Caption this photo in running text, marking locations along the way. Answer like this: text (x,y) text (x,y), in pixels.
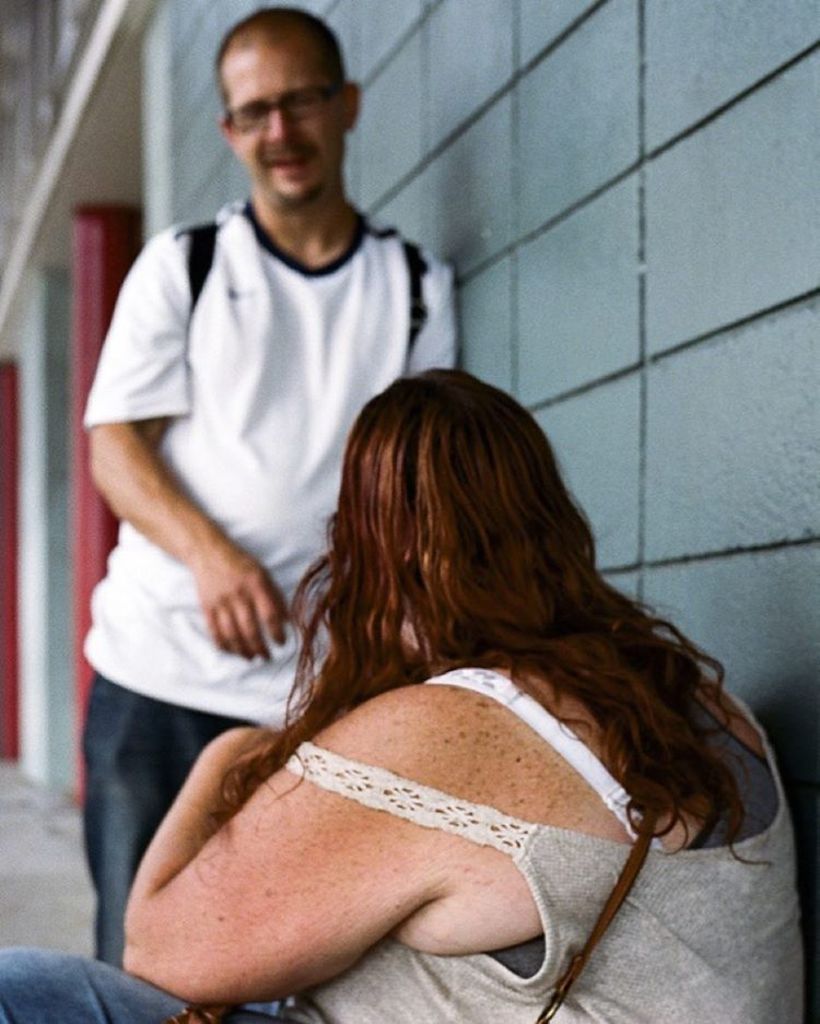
In this picture we can see two people (316,840) and in the background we can see the wall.
